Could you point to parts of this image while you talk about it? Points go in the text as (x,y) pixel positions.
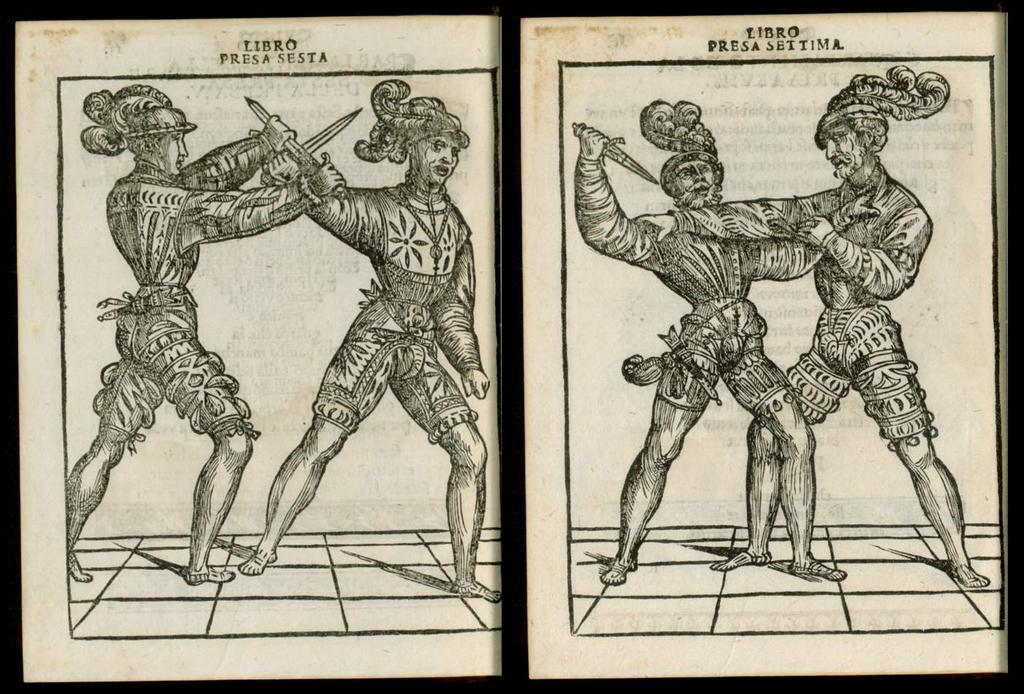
As we can see in the image, there are two book pages (577,164) where four persons (277,223) are fighting with knives (308,168).
